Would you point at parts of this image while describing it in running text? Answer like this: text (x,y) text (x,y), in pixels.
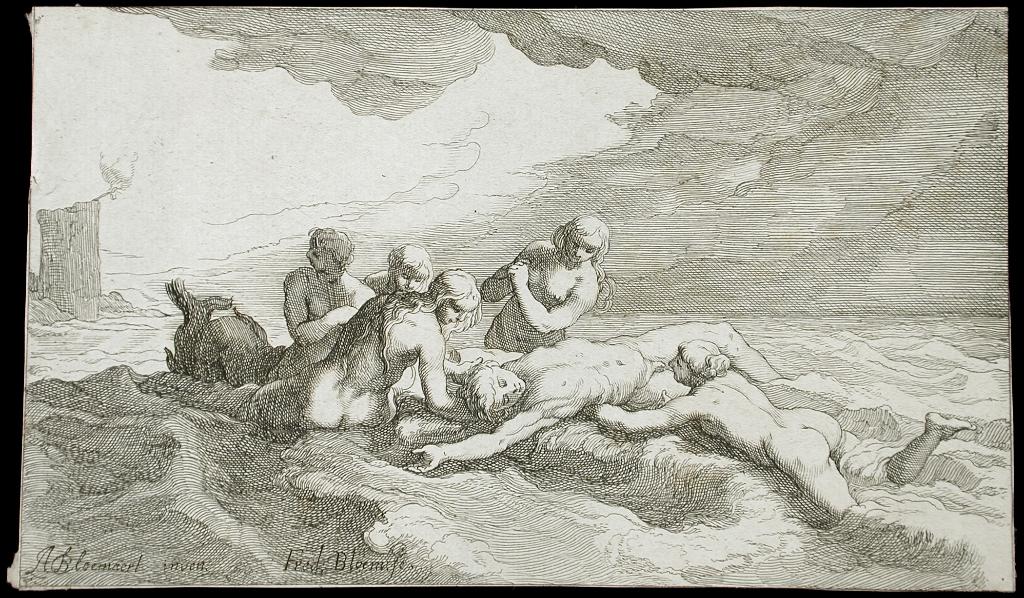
This is a canvas image. A person (519,409) is lying and people (369,385) are present surrounded by him.
